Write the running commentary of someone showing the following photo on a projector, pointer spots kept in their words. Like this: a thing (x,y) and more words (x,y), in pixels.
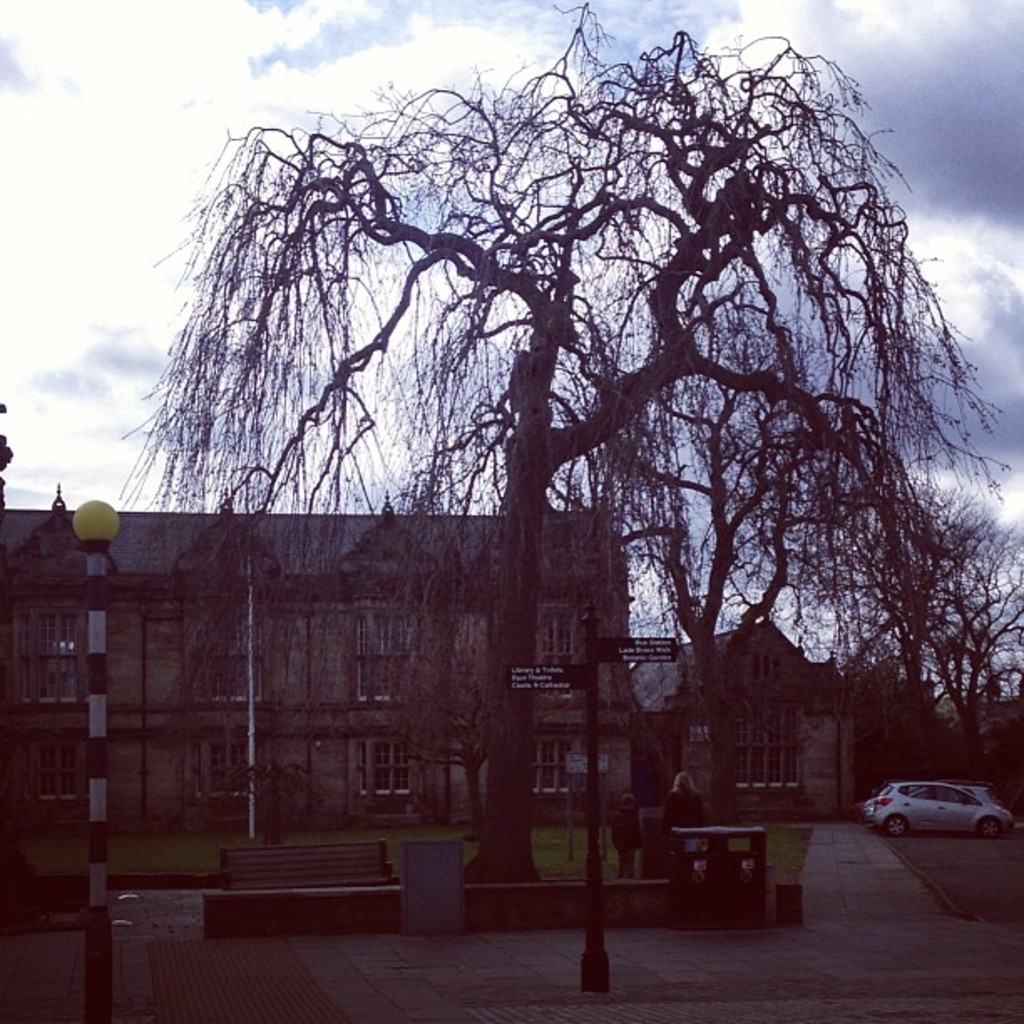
This is an outside view. On the foreground (562,442) there is a tree (528,633) and two poles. On the left side (271,889) there is a bench (239,868) on the ground (298,952). In the background (632,818) there are two persons (632,831) standing. On the right side (904,814) there is a car (950,809). In the background (142,661) there is a building (217,686). At the top (88,148) I can see the sky (127,123) and clouds (143,135).
